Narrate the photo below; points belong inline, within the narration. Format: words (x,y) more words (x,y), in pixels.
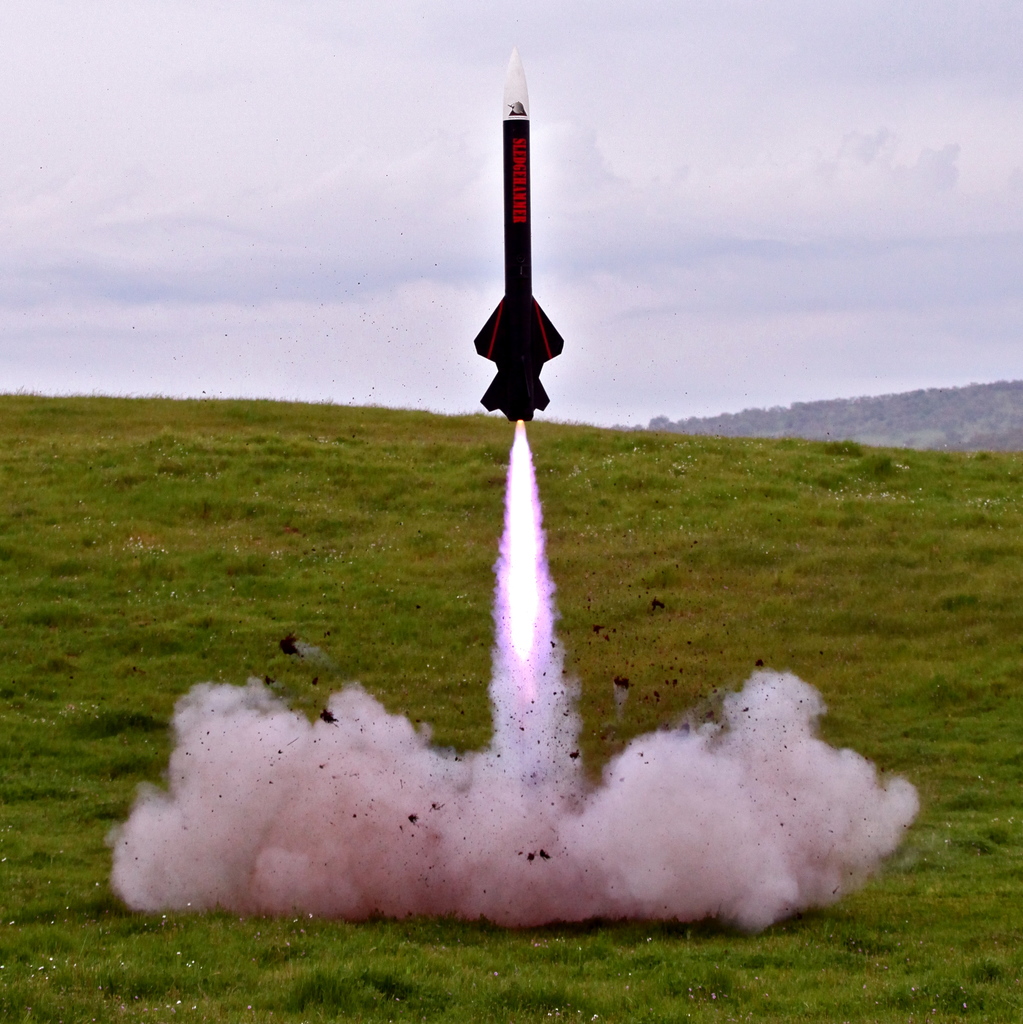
In this picture there is a rocket (528,406) in the foreground (525,391). At the bottom (669,749) there is smoke (459,827). At the back (908,404) there is a mountain (916,428). At the top (463,262) there are clouds (497,165). At the bottom (82,873) there are flowers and there is grass (210,473).
